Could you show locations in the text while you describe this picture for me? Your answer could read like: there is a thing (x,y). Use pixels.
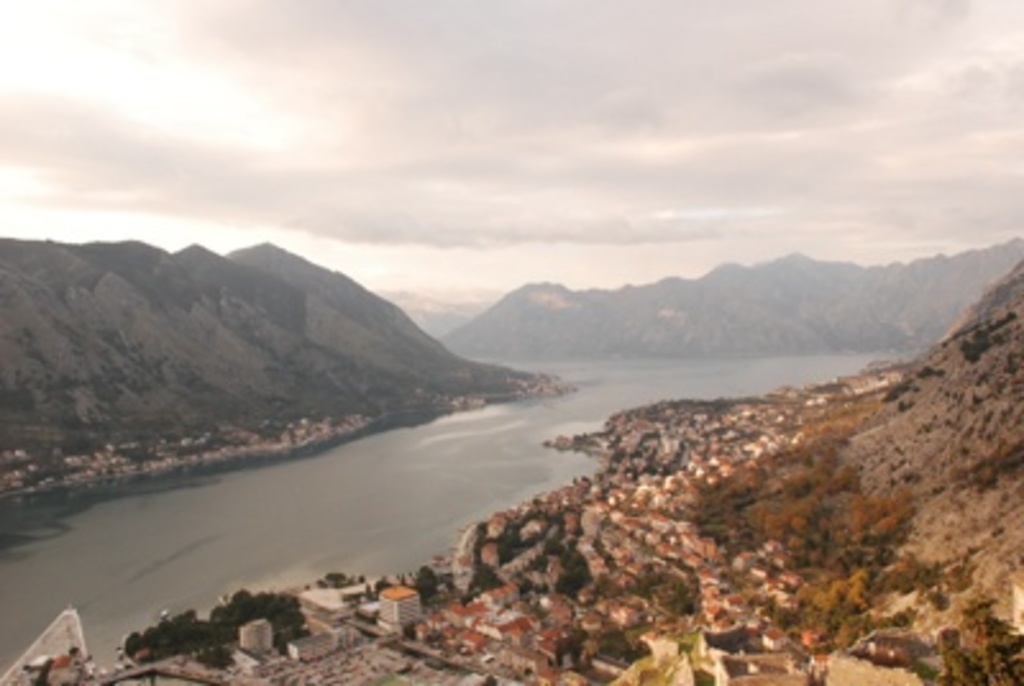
There is a river (387,464). On the sides of the river (217,498) there are trees (342,578) and buildings (479,610). Also there are hills (335,326). In the background (430,164) there is sky (540,158).
